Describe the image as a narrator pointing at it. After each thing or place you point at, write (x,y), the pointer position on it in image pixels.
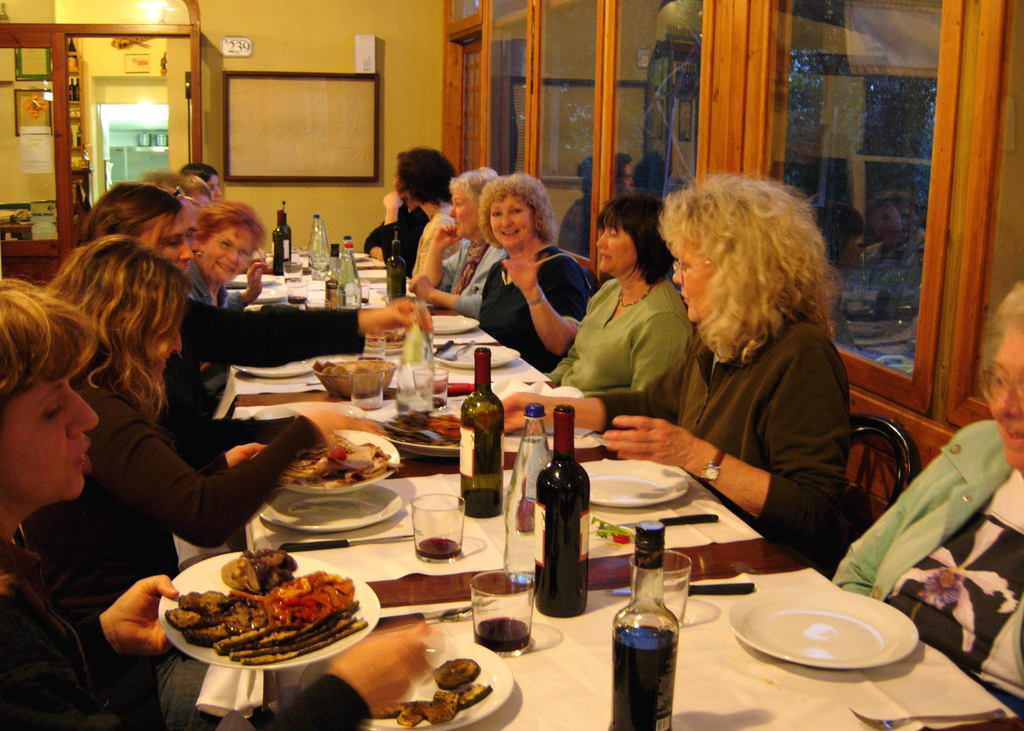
In this image I can see group of people (369,246) sitting. In front (245,583) I can see few plates (318,523), bottles (553,614), food (260,583) on the table (601,584). Background (319,120) I can see a frame (314,81) attached to the wall (306,43) and the wall (278,44) is in yellow color. I can also see few glass doors (706,95).
